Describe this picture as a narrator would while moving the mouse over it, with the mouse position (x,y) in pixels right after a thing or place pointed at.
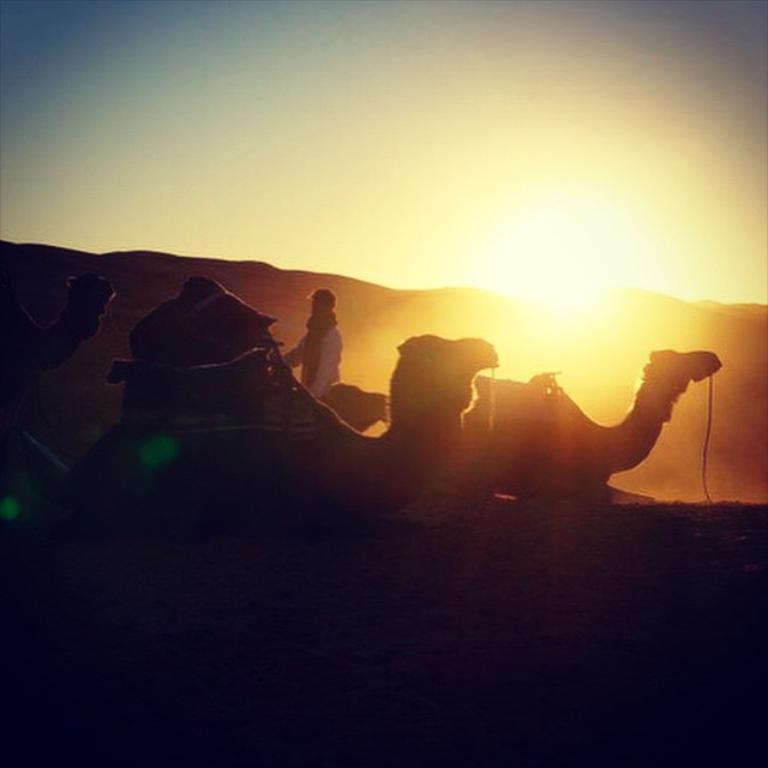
In this image I can see one person (330,364) and few camels (317,474) are on the sand (720,544). In the background (567,246) I can see the sunlight (500,247) and the sky (373,205).
